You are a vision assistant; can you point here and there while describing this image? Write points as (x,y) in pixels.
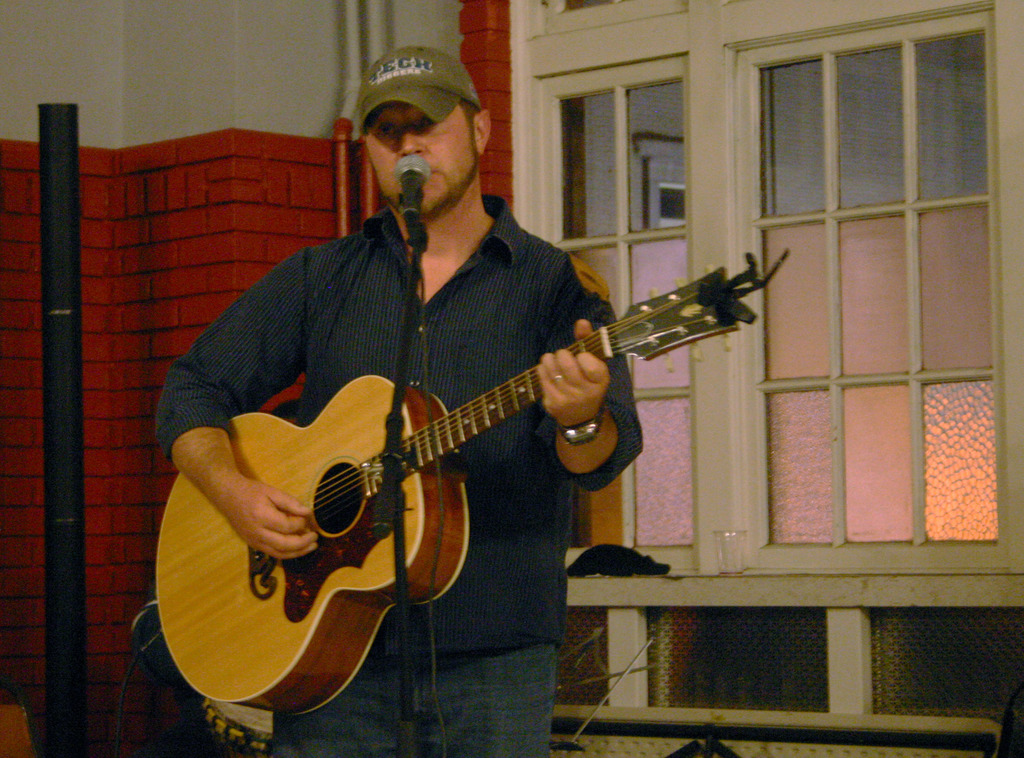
In this image i can see a man (443,287) wearing a hat (390,98), a shirt (468,297) and pant (500,714) standing and holding a guitar (449,574), i can see a microphone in front of him. In the background (225,225) i can see the wall (208,160), a pole (63,619) and the window (746,409).
